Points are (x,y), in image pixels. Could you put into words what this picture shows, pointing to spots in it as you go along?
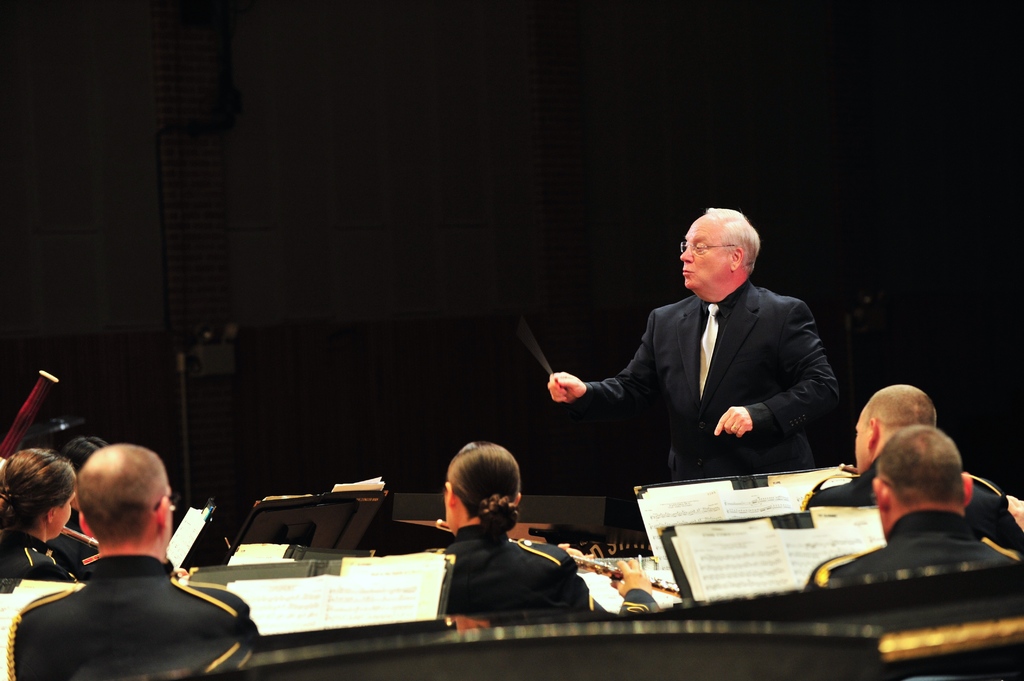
This picture shows few people (161,627) seated and they are holding flutes (663,588) in their hands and we see books (335,597) and a man (712,341) standing and holding a stick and he wore spectacles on his Face (695,232) and we see a black color background (699,112).
